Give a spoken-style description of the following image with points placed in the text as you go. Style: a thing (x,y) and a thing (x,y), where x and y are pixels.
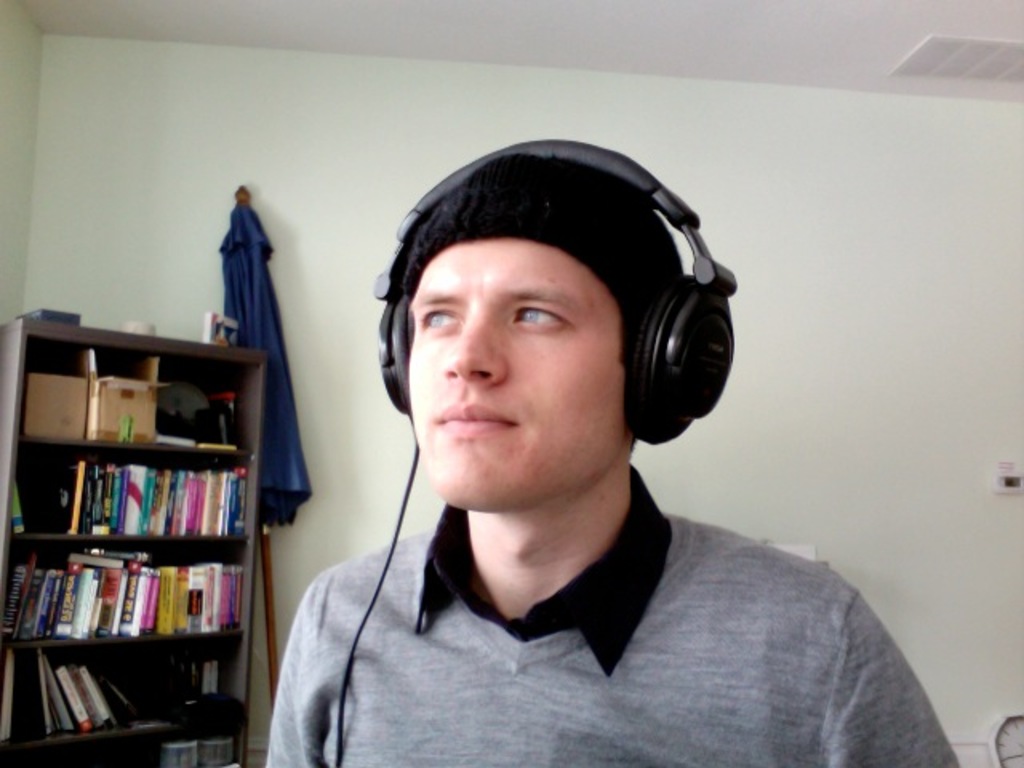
In this picture I can see a man (499,470) in front (517,516) and I see that he is wearing a sweater (556,706) and a headphone (633,357) on his head (469,450). In the background (851,123) I can see the wall (852,312) and on the left side of this picture (205,414) I can see the shelves (5,396), on which there are books (129,504) and boxes (146,396). I can also see a blue color cloth (274,473).
